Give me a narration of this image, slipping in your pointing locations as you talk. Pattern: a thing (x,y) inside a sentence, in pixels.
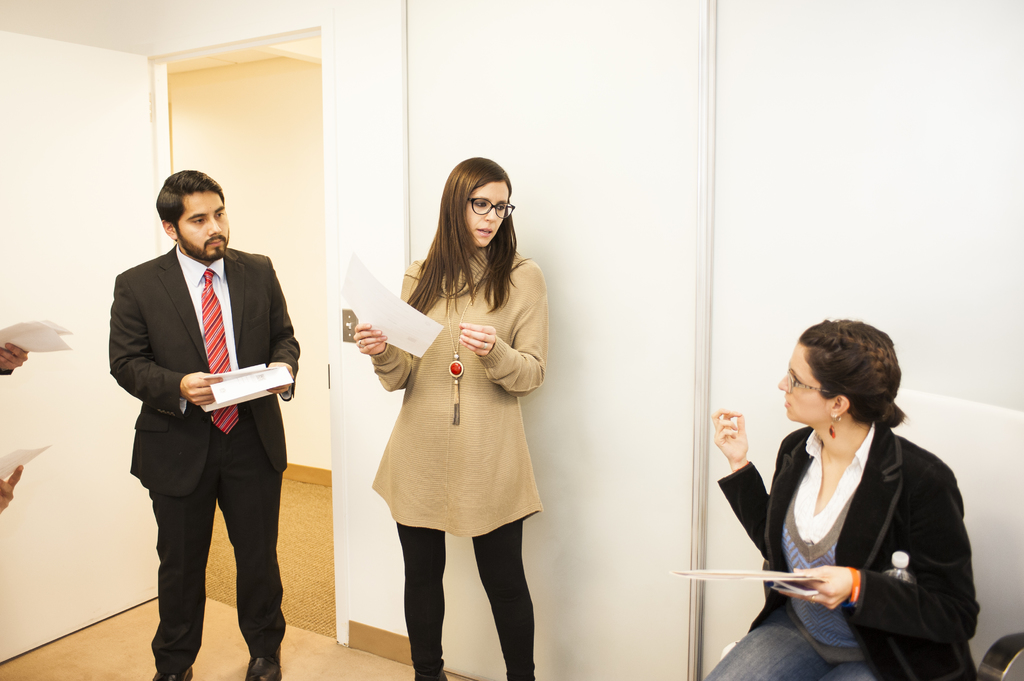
In this image we can see few people (440,447) holding papers (272,381), a person (904,491) is sitting on the chair (958,454) and there is a door (115,215) and the wall (548,68) in the background (630,257).
